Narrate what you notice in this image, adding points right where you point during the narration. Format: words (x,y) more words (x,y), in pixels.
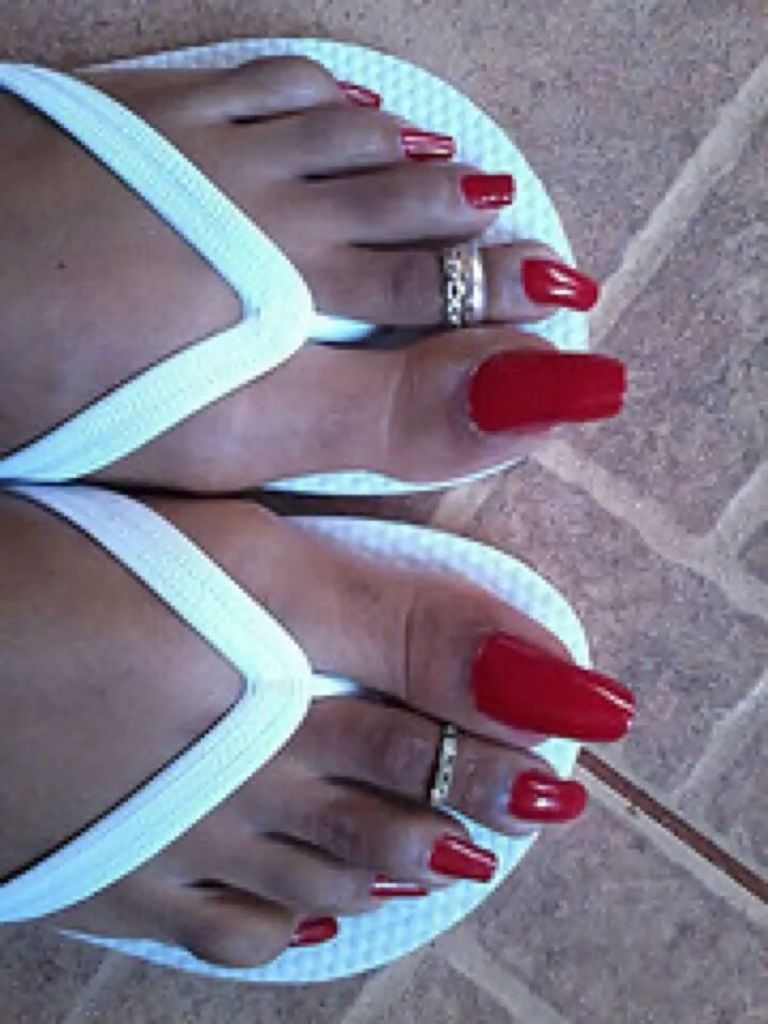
In this picture, we can see a person legs (284,198) with the slippers (72,88) on the path (513,514), and there are toe rings (454,317) to the toes (423,291) of a person (541,801).
